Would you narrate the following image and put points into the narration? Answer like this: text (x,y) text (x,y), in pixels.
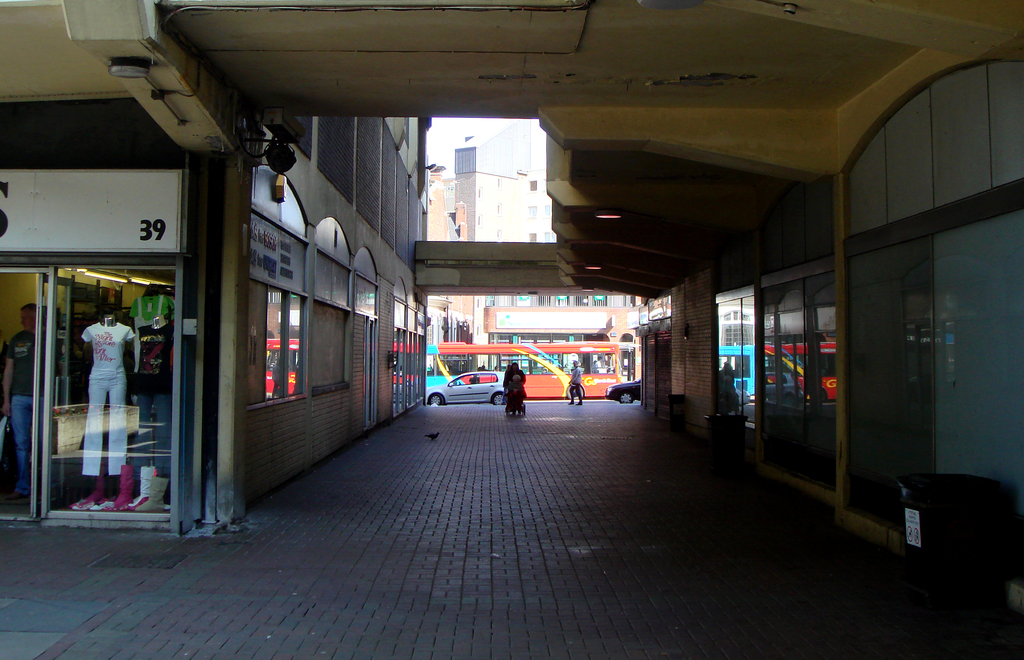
In this image i can see a few people (522,394), on the left (119,459) we can see glass door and few objects (111,292), i can see the windows (152,267), there are few vehicles (467,380), i can see few buildings (225,221), at the bottom (167,548) i can see the floor (582,588).
